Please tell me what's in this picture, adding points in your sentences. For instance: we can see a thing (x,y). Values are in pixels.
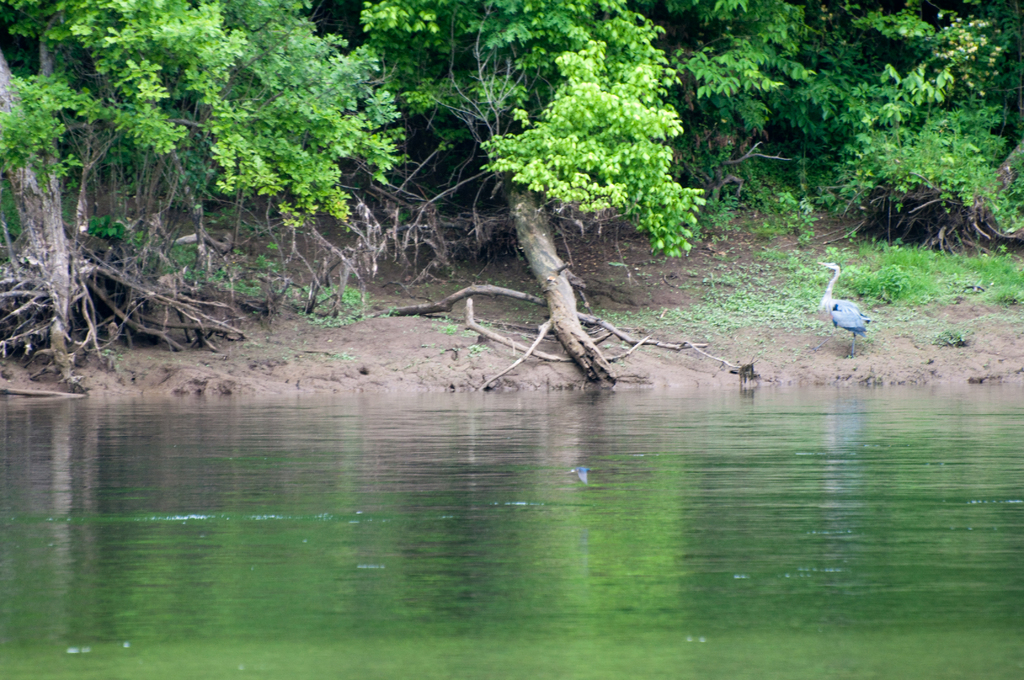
In this image at front (233,604) there is water (676,550). At the back side (619,336) there are trees (600,159) and we can see a crane (851,337) on the sand (907,327).
